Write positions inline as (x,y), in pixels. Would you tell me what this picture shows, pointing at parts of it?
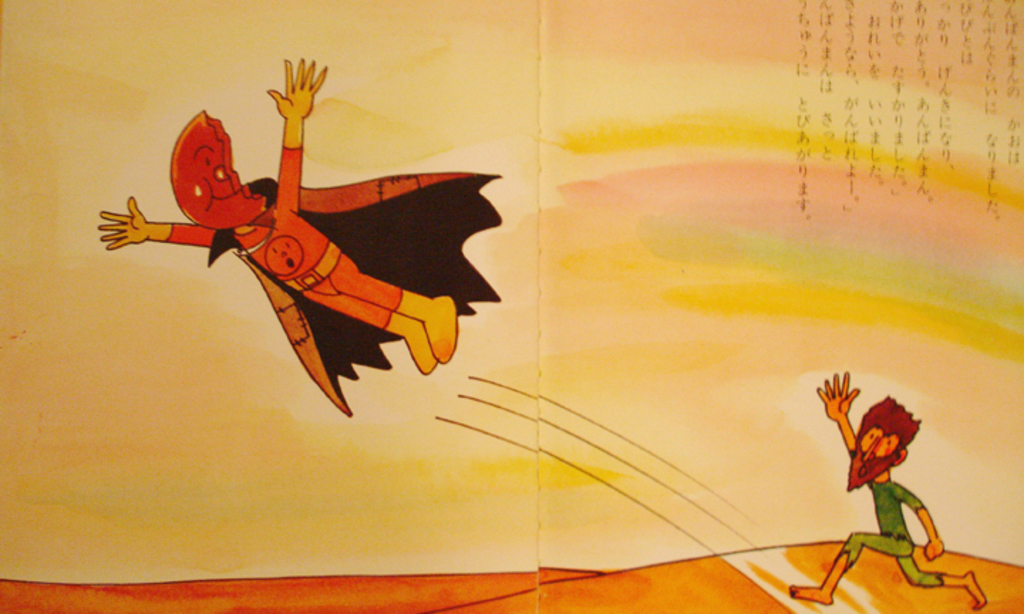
In this picture we can see a poster (458,230), in this poster (564,388) we can see people images (901,545) and text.
